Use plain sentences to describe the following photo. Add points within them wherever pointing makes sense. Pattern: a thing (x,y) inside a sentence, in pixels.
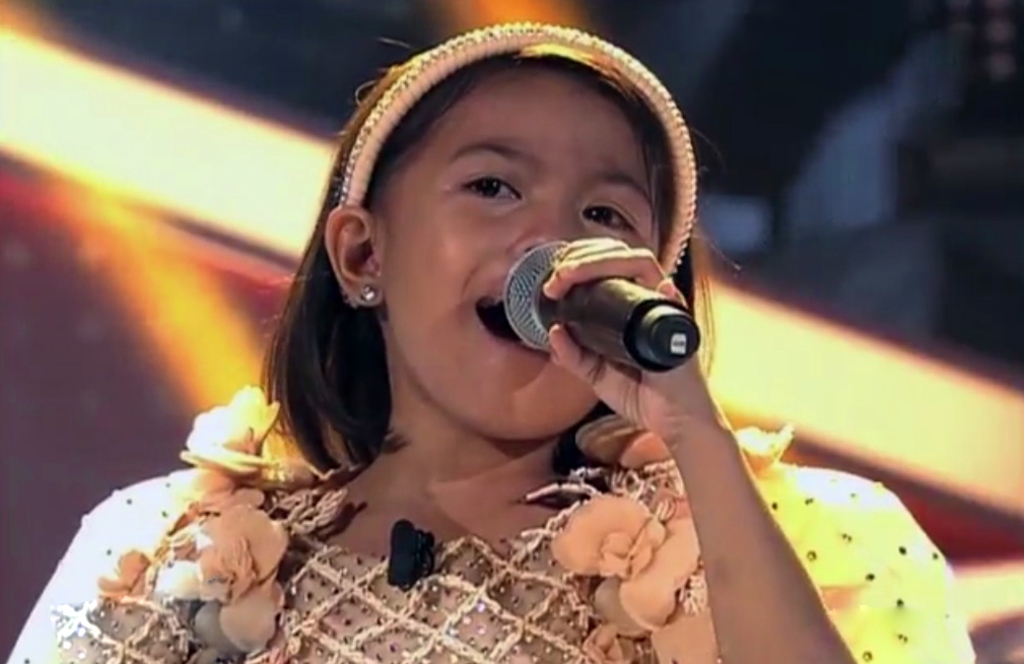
In this picture we can see a girl (596,250) holding a mic (609,322) with her hand (657,397) and in the background (261,343) it is blurry.
